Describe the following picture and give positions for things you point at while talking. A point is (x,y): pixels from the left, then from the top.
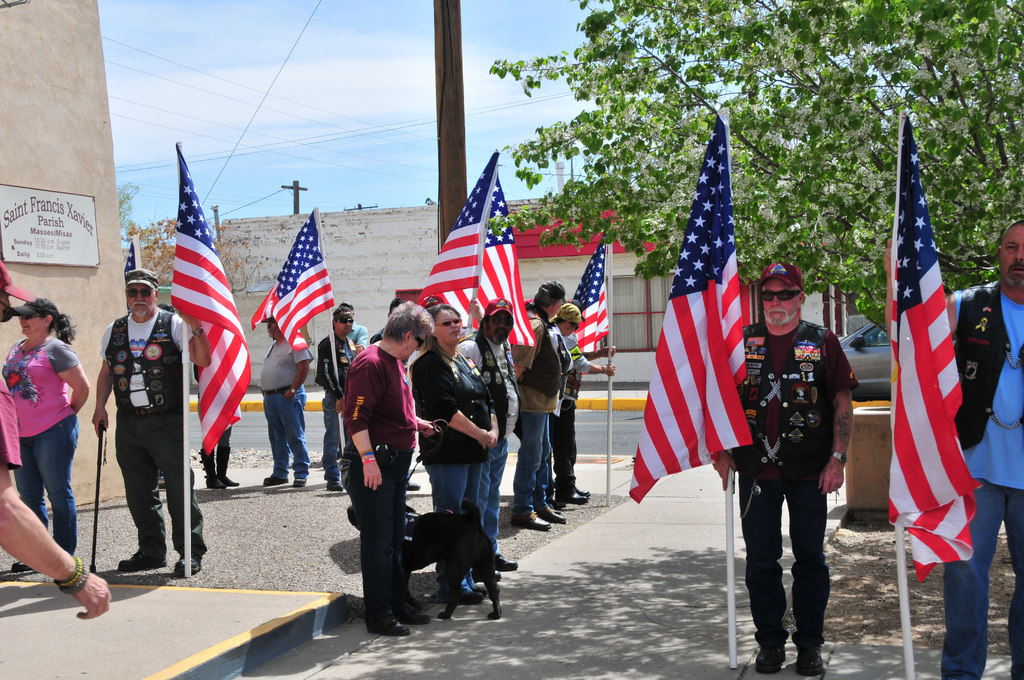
In the foreground of the picture (213,430) there are people (345,407), flags (221,391), road (669,598) and other objects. In the center of the picture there is a pole (454,63). On the right (811,123) there are trees (861,293) and a car (865,339). On the left (48,200) there is a board (51,216) to the wall (102,289). In the background (516,214) there are trees (146,263) and a building (370,233). At the top (392,49) it is sky (529,42).
